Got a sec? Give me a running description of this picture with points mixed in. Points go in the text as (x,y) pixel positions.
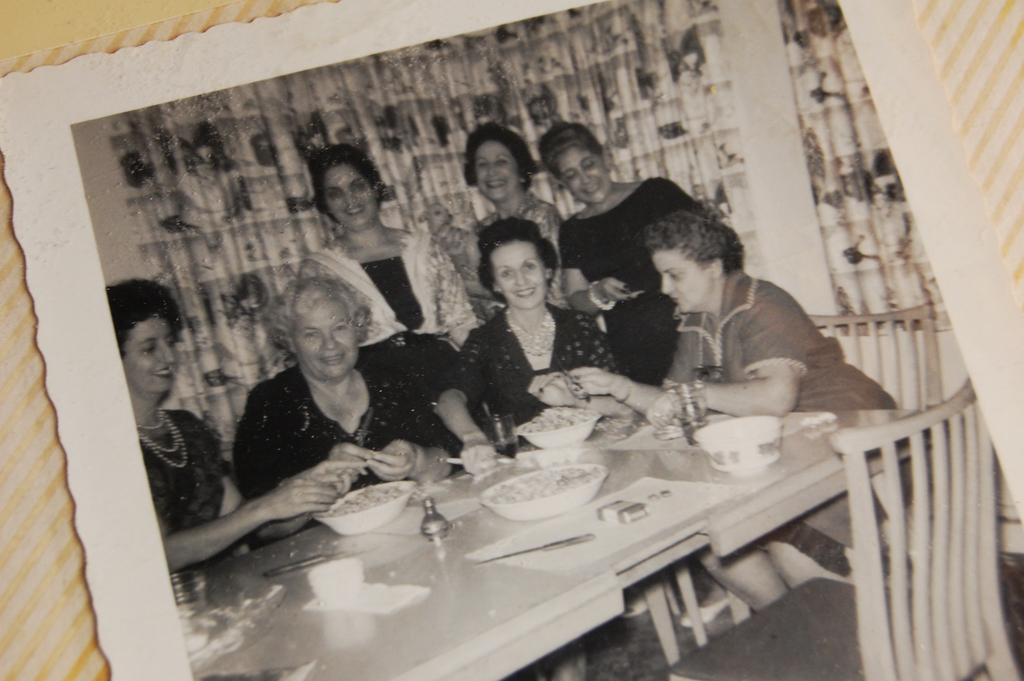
Here we can see a four women (142,287) sitting on a chair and having a food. In the background (642,205) we can see a three women (391,248) who are standing and they are smiling. This is a photo frame (20,86).
